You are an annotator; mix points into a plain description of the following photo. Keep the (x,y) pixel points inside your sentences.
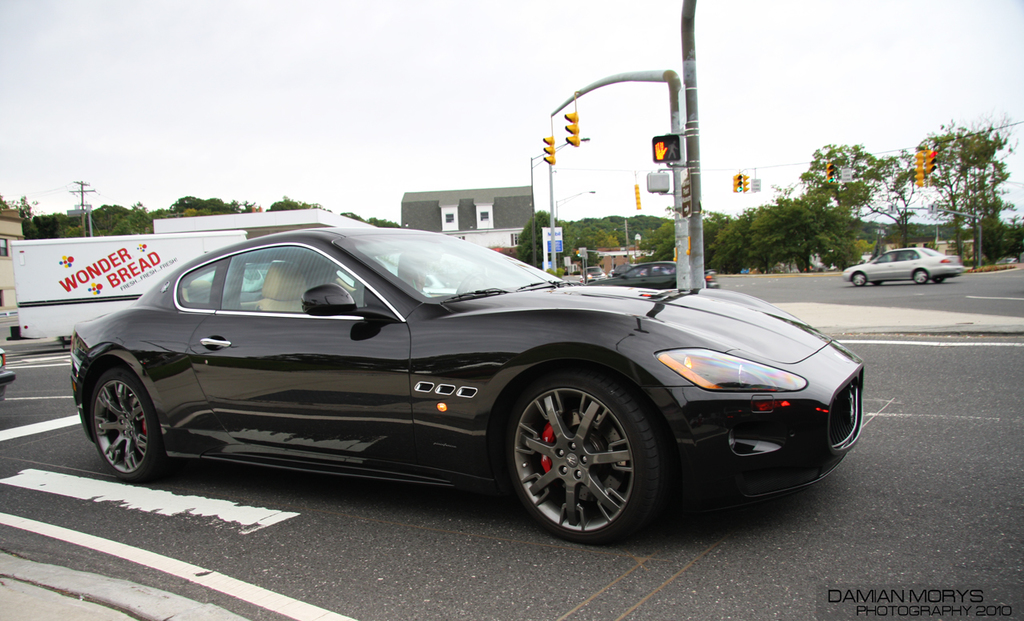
In the foreground of the picture (513,384) I can see a black color car (510,354) on the road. I can see the traffic signal poles (690,266) on the road (825,294). There are two cars (890,255) on the road (778,289) on the top right side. It is looking like a container vehicle (78,257) on the road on the left side (99,253). In the background (21,212), I can see the buildings (411,212), trees (107,224) and an electric pole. There are clouds (354,142) in the sky (354,142).
